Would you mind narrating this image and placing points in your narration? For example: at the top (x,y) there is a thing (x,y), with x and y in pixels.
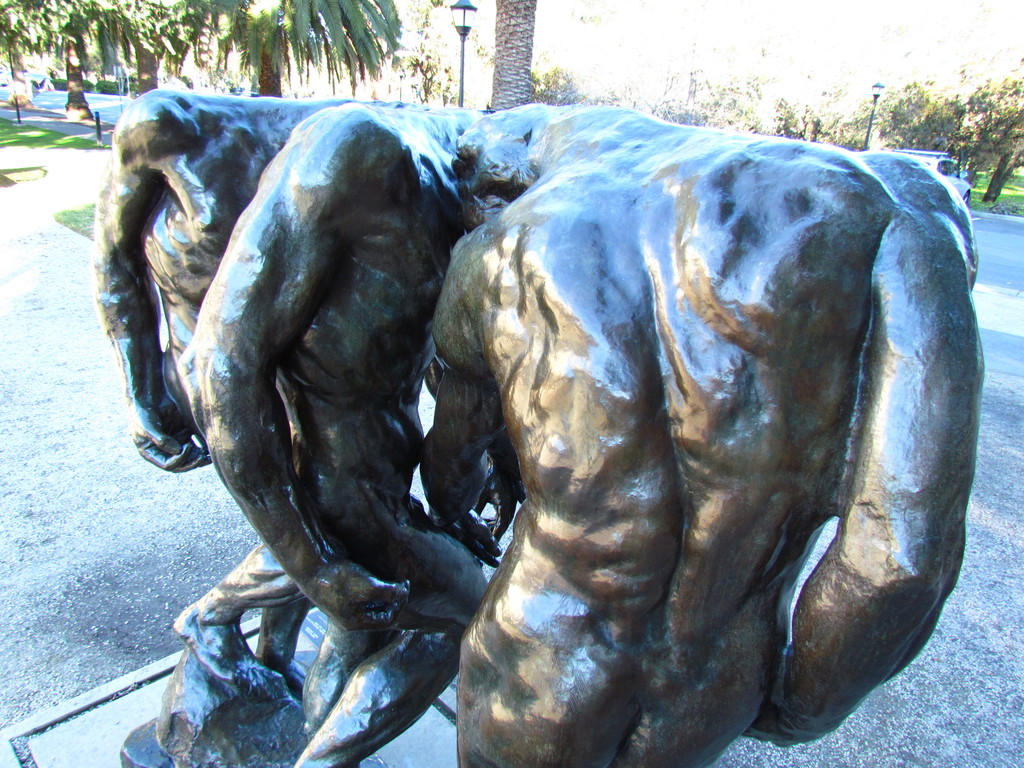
In this picture we can see a statue (799,521), vehicle (948,162) on the road (994,274), poles (19,120), grass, light poles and in the background (216,23) we can see trees (237,39).
